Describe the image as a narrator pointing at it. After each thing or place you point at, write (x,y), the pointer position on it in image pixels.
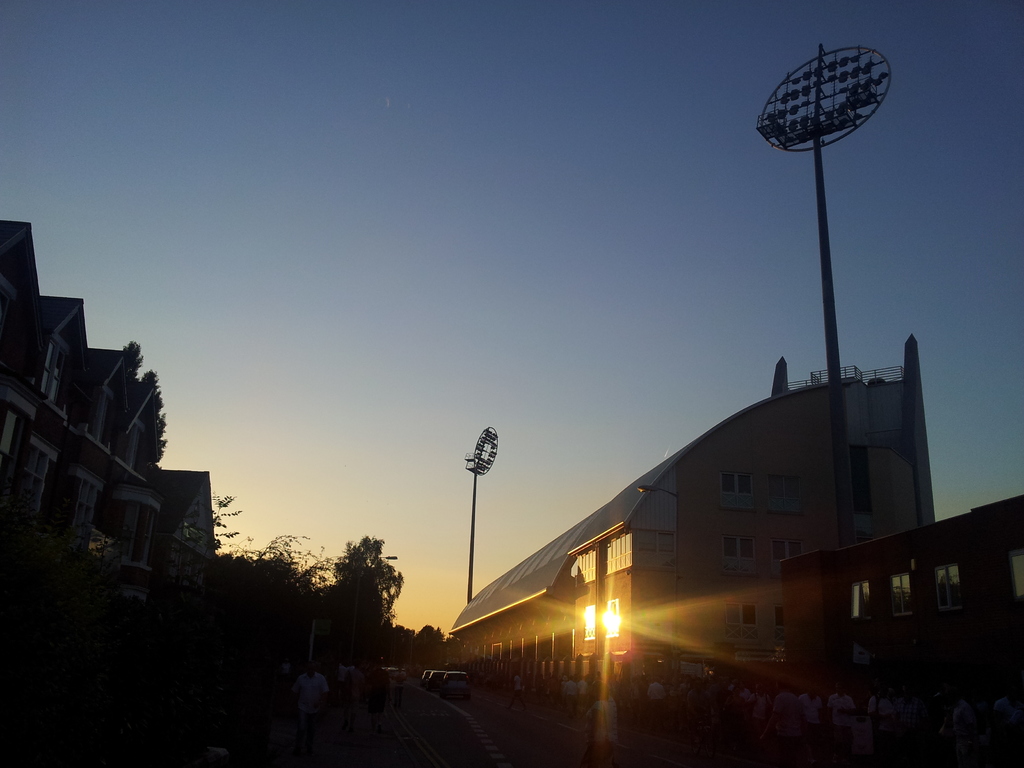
This part of the image is dark where we can see a few people (304,679) are walking, vehicles (452,692) moving on the road (446,748), trees (293,646), buildings (505,611), sun reflection (600,617) in the glass (615,611) and the pale blue color sky (380,293) in the background (529,230).
